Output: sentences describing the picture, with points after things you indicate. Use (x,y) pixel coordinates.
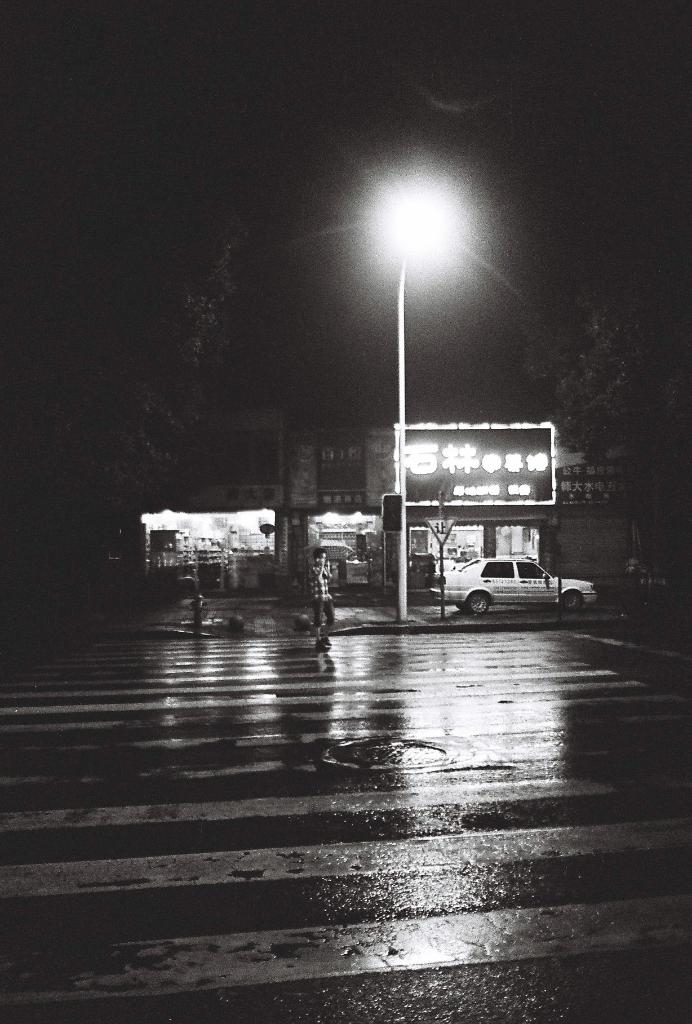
This is an edited picture. The picture is taken during night time. In the foreground (398,713) it is road (256,775). In the center of the picture (276,544) there are buildings (276,547), people (328,566), trees (167,471), car (497,578) and a street light (422,227).
